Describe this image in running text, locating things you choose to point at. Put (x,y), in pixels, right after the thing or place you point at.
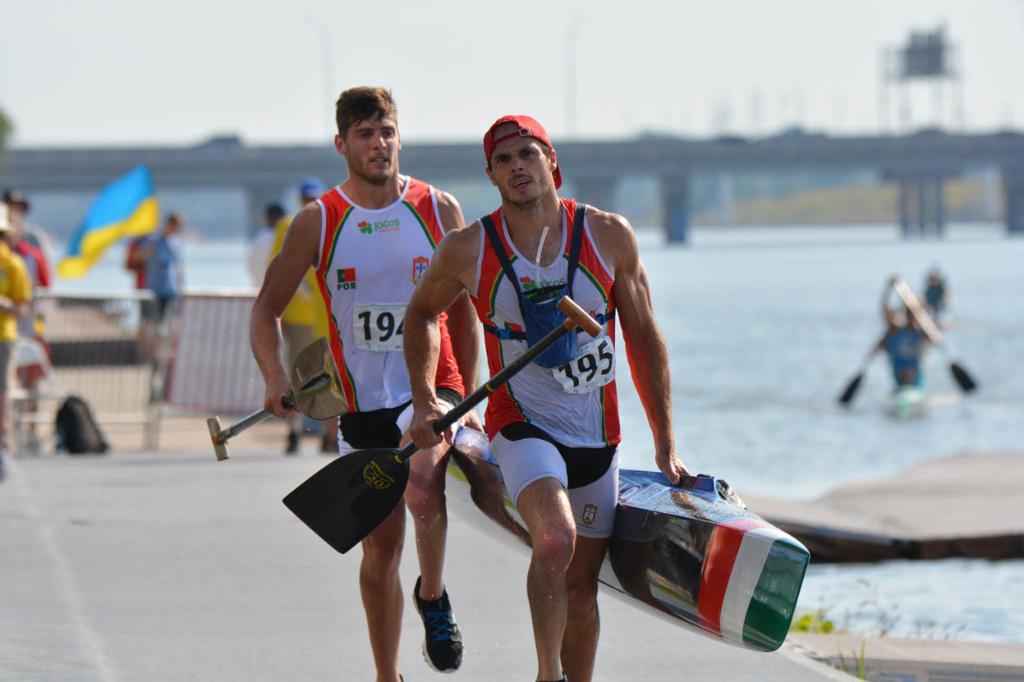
In this picture I can see people (906,329) are riding on water (886,387) with boat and also we can see two persons (546,475) are holding boat (645,493) and running on the road (254,514), behind we can see a blur image of few people (39,257), flags (84,247), we can see a bridge (759,155).
